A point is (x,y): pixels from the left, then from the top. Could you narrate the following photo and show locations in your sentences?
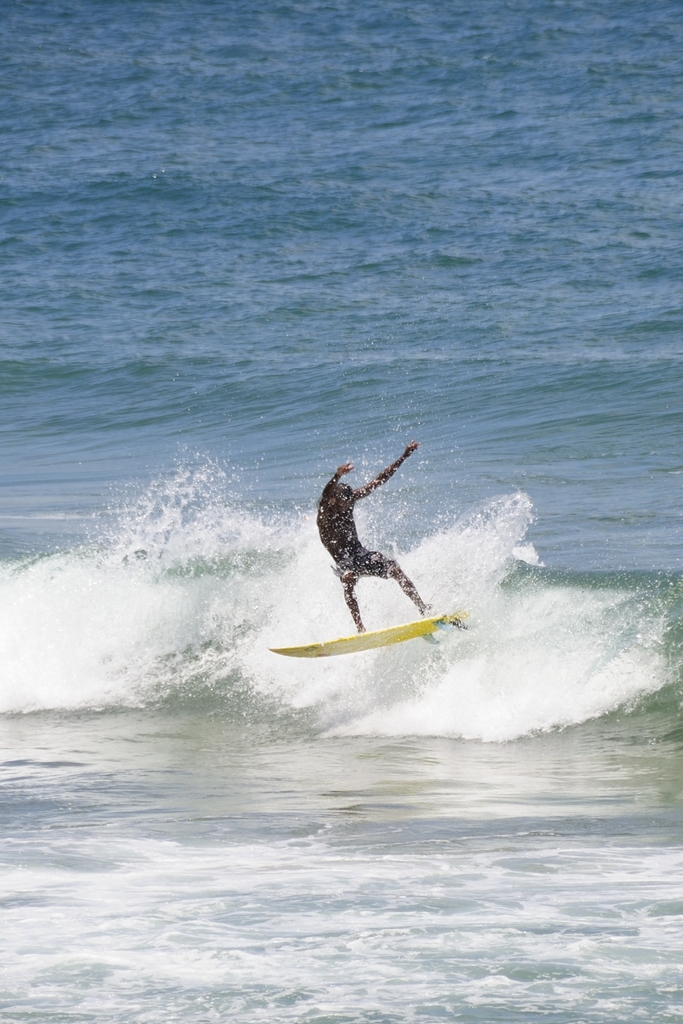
In the image there is water (281,588). Also there is a man (343,549) standing on the surfboard (411,626) and surfing on a wave (347,610).
